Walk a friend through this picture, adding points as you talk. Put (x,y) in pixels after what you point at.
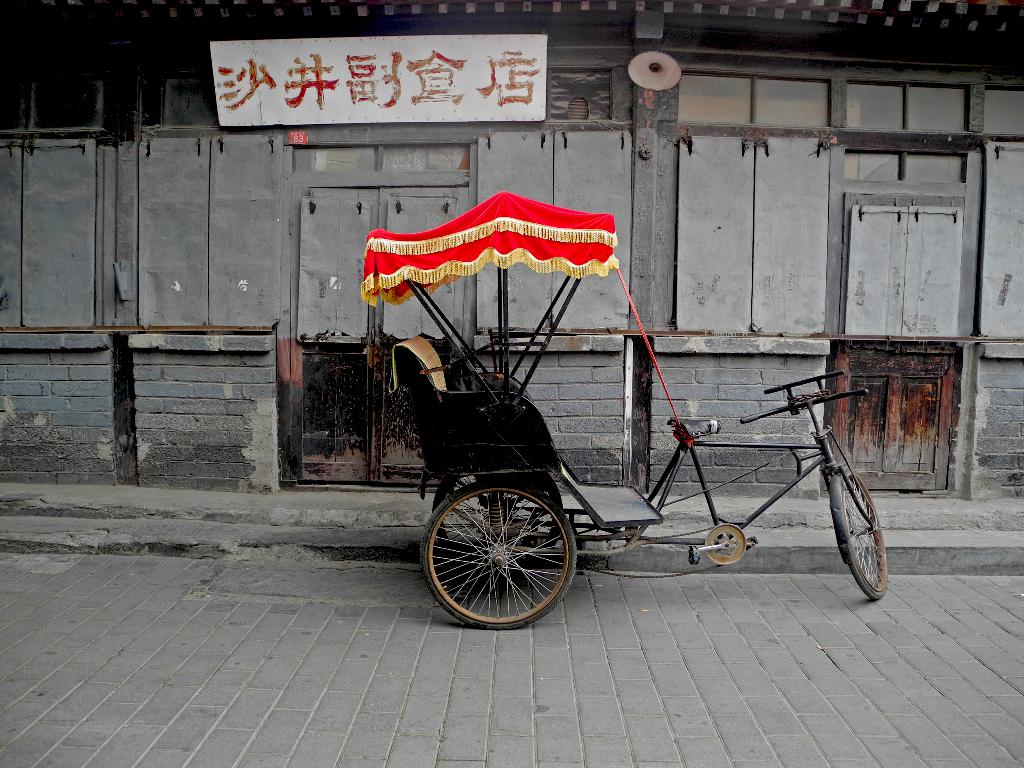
In the middle of this image (466,263), there is a rickshaw (823,450) parked on a road (754,689). In the background (642,276), there is a hoarding (227,64) attached to a wall (246,225) of a building (979,148).
